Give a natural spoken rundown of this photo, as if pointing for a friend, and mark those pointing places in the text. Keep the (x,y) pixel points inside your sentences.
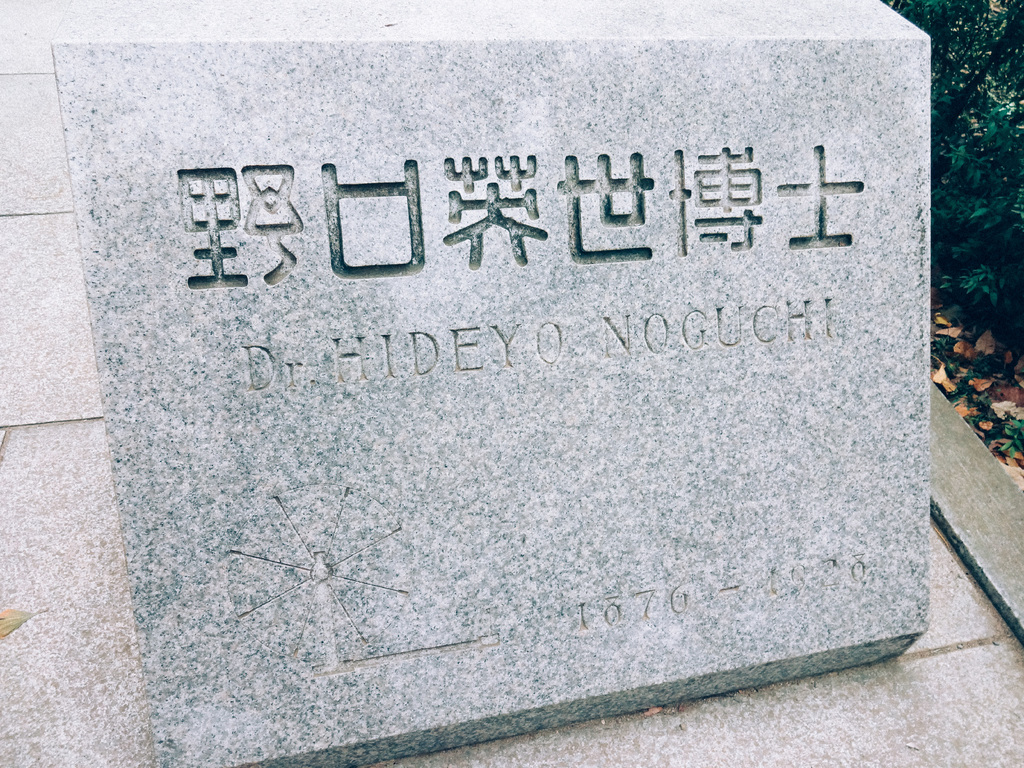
In this image I can see a rock (475,104) on which there is some text (228,283). On the right side (968,166) there are some plants (973,179).
